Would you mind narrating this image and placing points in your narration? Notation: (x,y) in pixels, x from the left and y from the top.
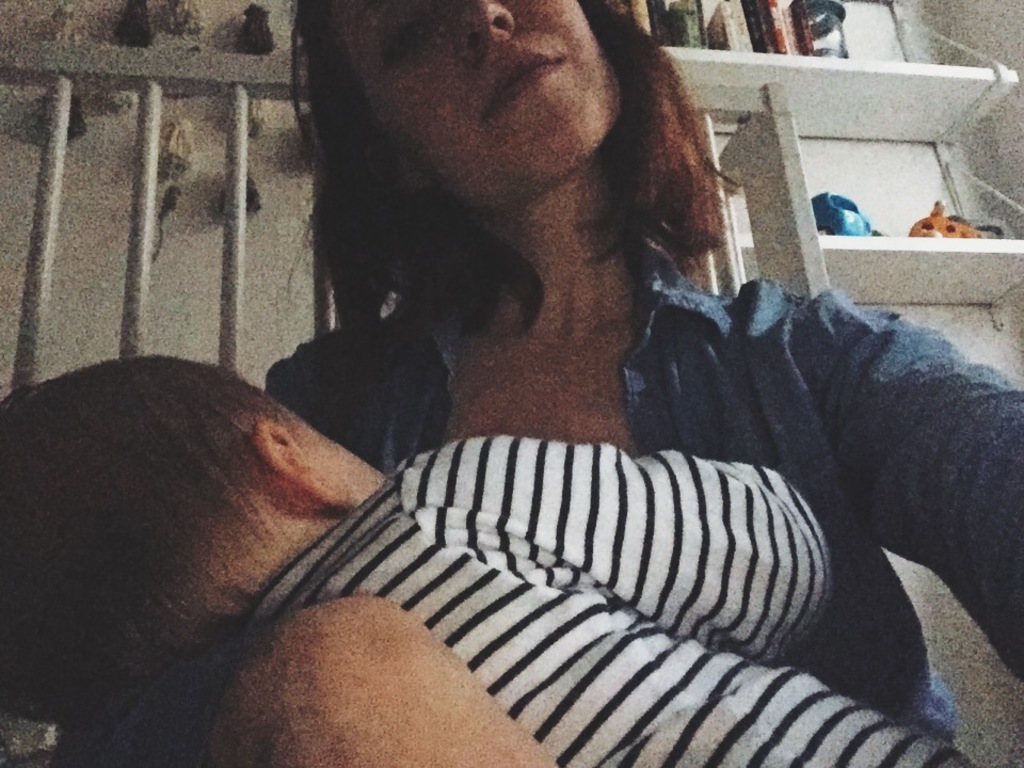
In this image we can see a woman (603,313). She is wearing blue color shirt (755,368) and carrying baby (619,669) in her hand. Baby (652,669) is wearing white and black color t-shirt (707,686). Background of the image (958,264), white color shelf (905,69) is there. In the shelf (949,274), things (785,32) are arranged.
